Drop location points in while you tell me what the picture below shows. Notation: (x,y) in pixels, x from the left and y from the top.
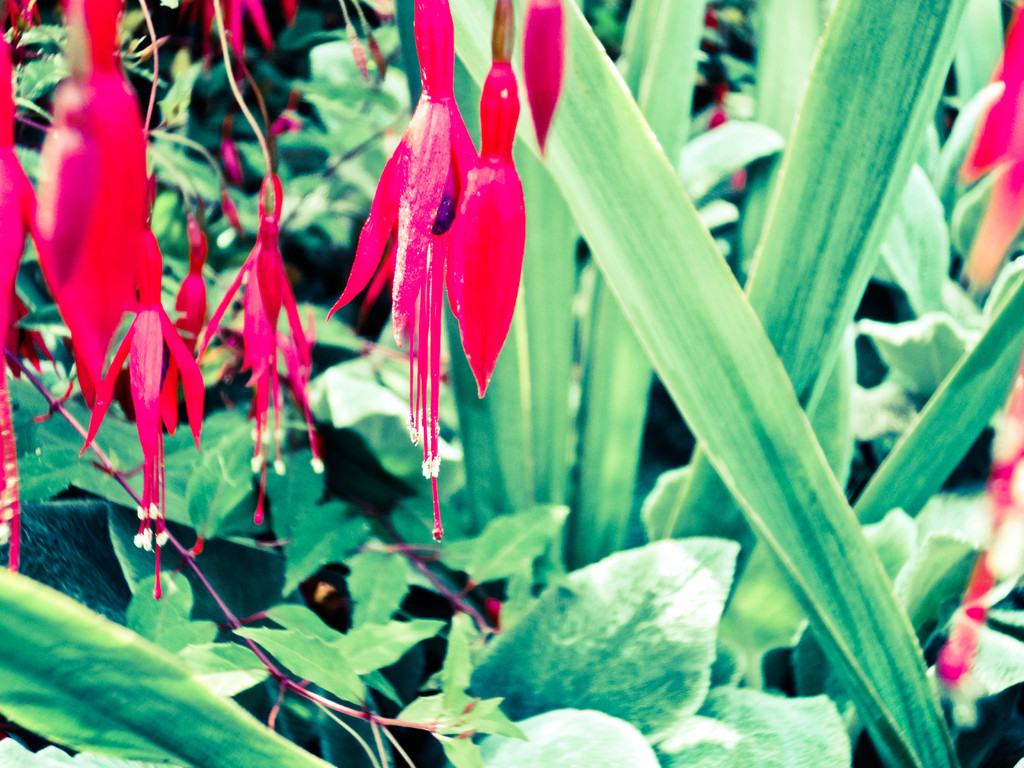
In this image I can see green colour leaves (455,420) and red colour flowers (459,319).
